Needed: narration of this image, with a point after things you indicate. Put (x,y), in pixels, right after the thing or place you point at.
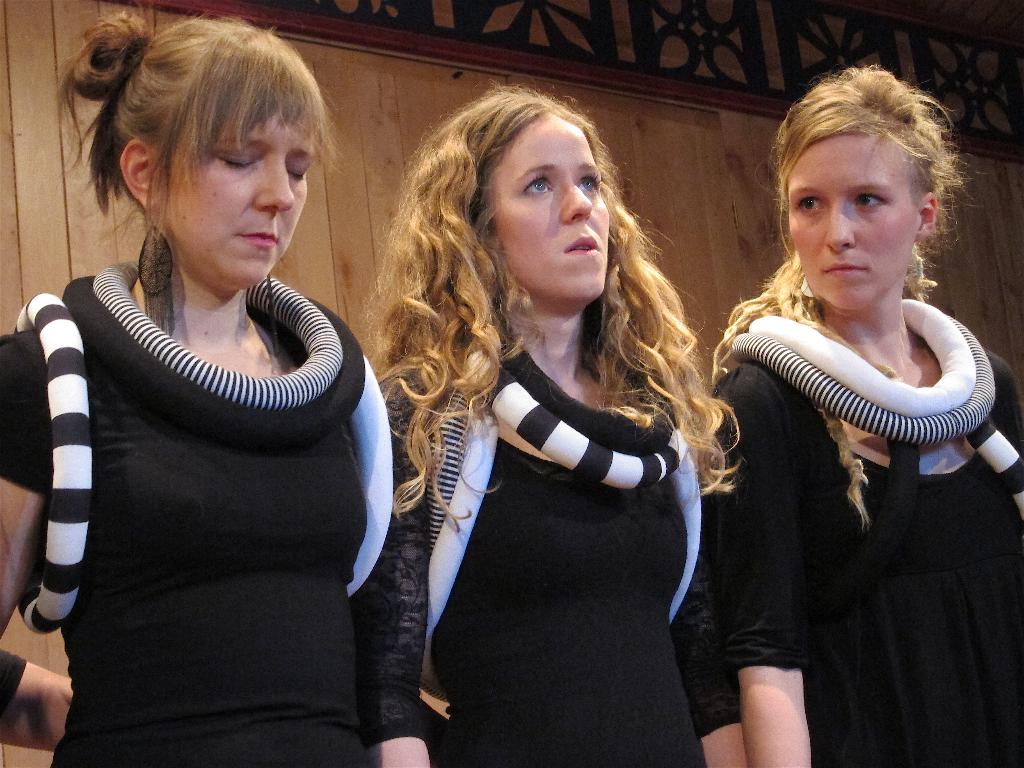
In this image there are three persons (388,382) in black and white costumes (234,522) are standing, and in the background (347,52) there is a wooden wall (469,45).
